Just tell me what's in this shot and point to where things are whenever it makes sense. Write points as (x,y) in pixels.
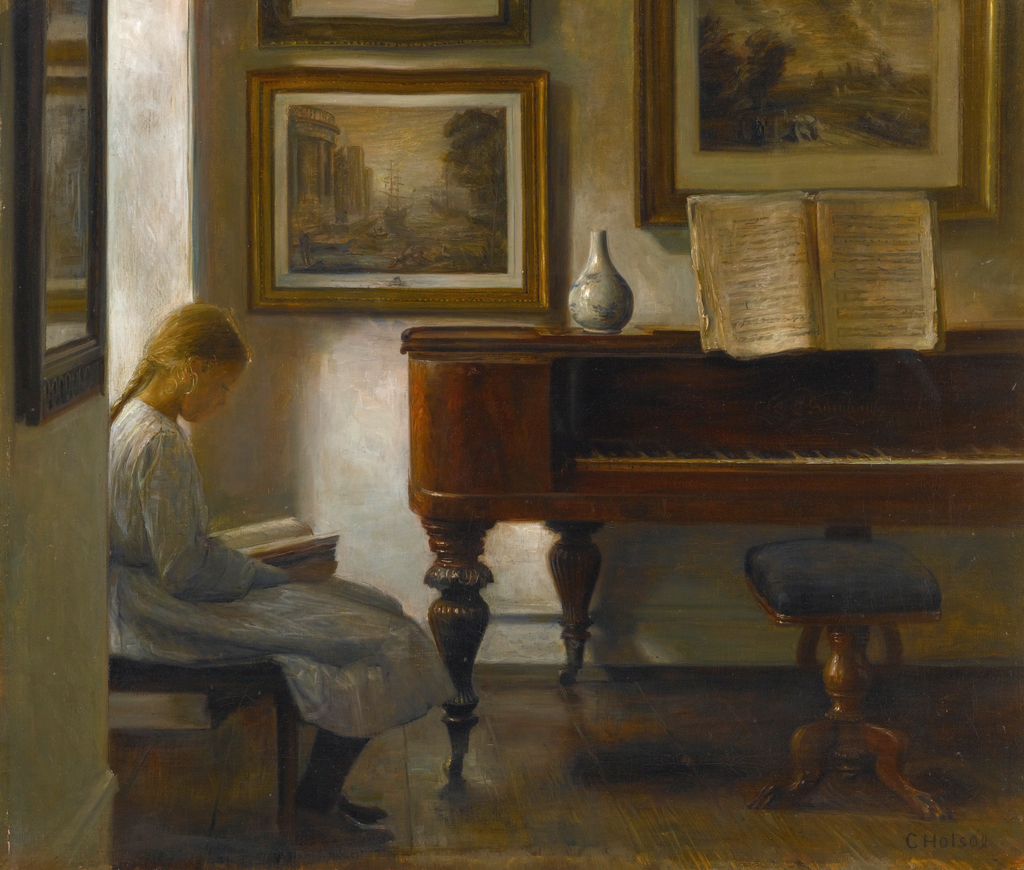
On the left side of the image (195,555) there is a girl (194,577) who is wearing a blue dress (193,594) is holding a book (273,540) in her hand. She is sitting on a bench (161,692). In the center of the image (444,456) there is a piano (722,432). There is a stool (867,559) next to it. We can see a book (807,348) placed on the piano (773,372). In the background (676,126) there are photo frames (290,145) which are attached to the walls (623,156).
